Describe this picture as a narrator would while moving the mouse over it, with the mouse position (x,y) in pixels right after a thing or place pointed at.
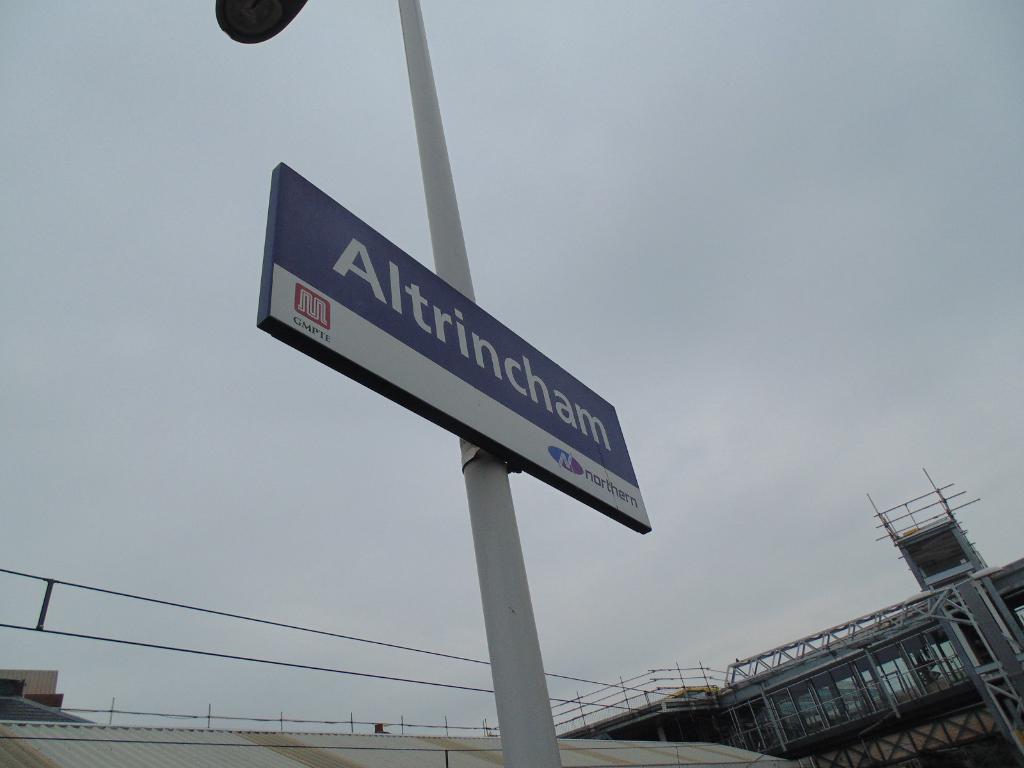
In this image there is a pole (454,278) with a board (426,359). On the board (392,330) something is written. At the bottom (810,672) we can see buildings (798,684) with rods (755,677) and railings (684,682). In the background (722,176) there is sky (197,323).
